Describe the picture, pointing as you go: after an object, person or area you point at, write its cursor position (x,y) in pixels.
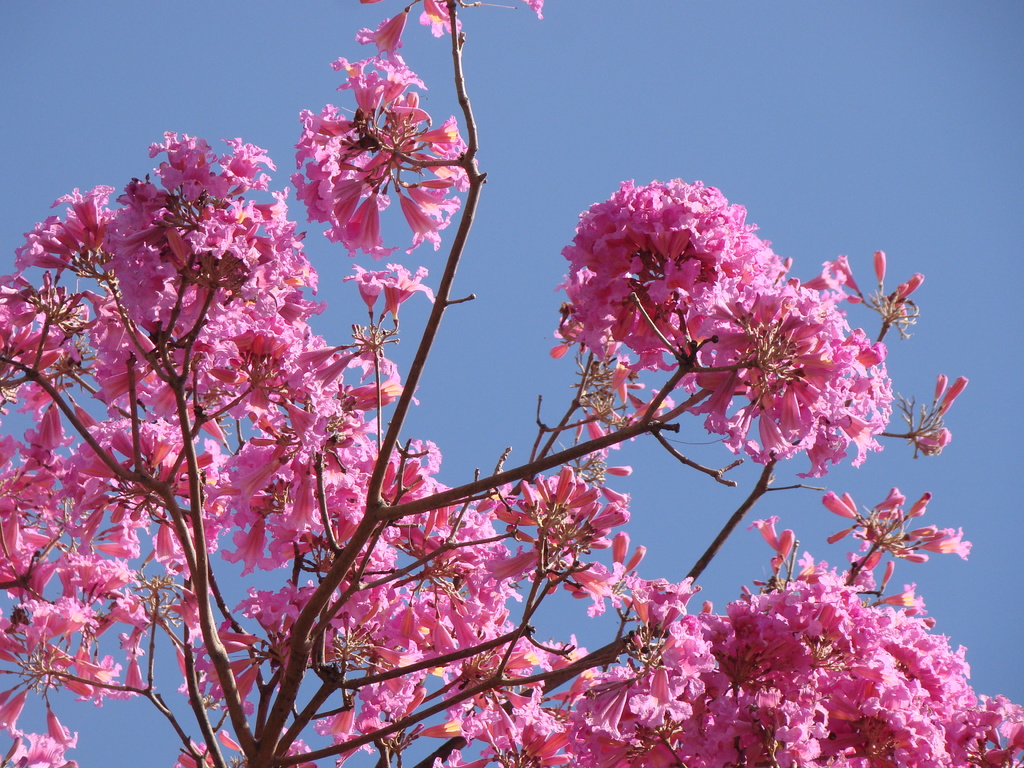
This image is taken outdoors. In the background (581,188) there is a sky (145,3). In this image there is a tree (314,607) with pink flowers (275,236).
